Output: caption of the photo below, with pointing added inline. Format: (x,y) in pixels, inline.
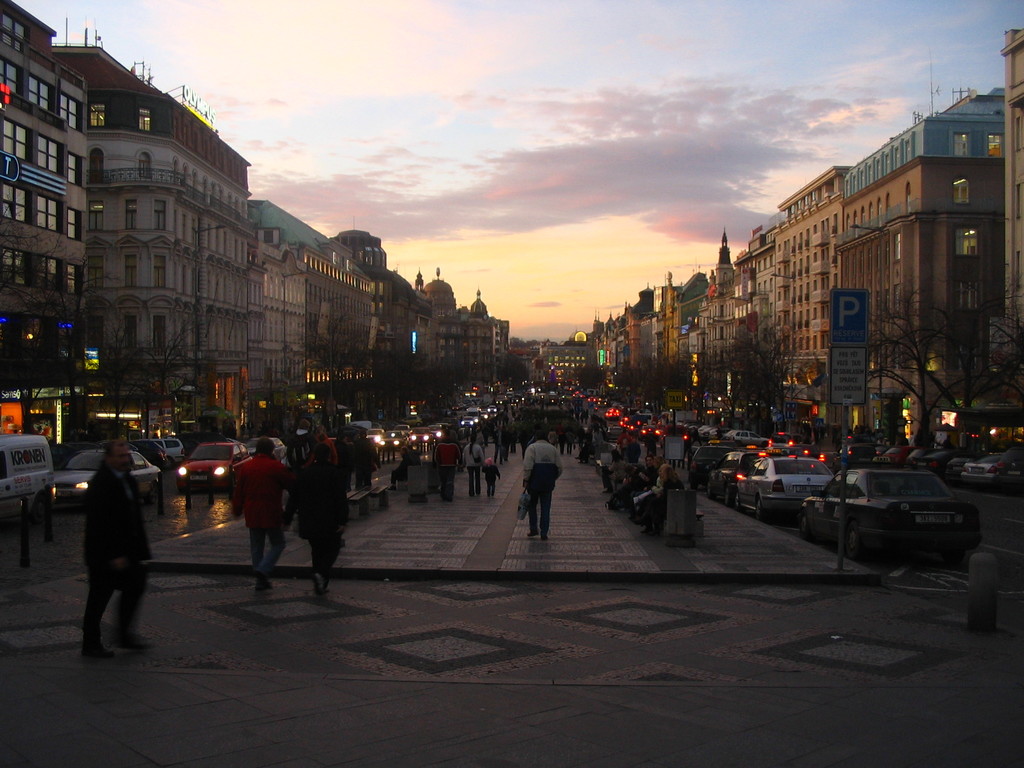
In this picture I can observe some people (235,509) walking in this path (467,531). On the either sides of this path (507,516) I can observe some cars (611,415) on the road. I can observe some buildings (663,323) in this picture. In the background (503,174) there are some clouds (493,175) in the sky (546,196).
